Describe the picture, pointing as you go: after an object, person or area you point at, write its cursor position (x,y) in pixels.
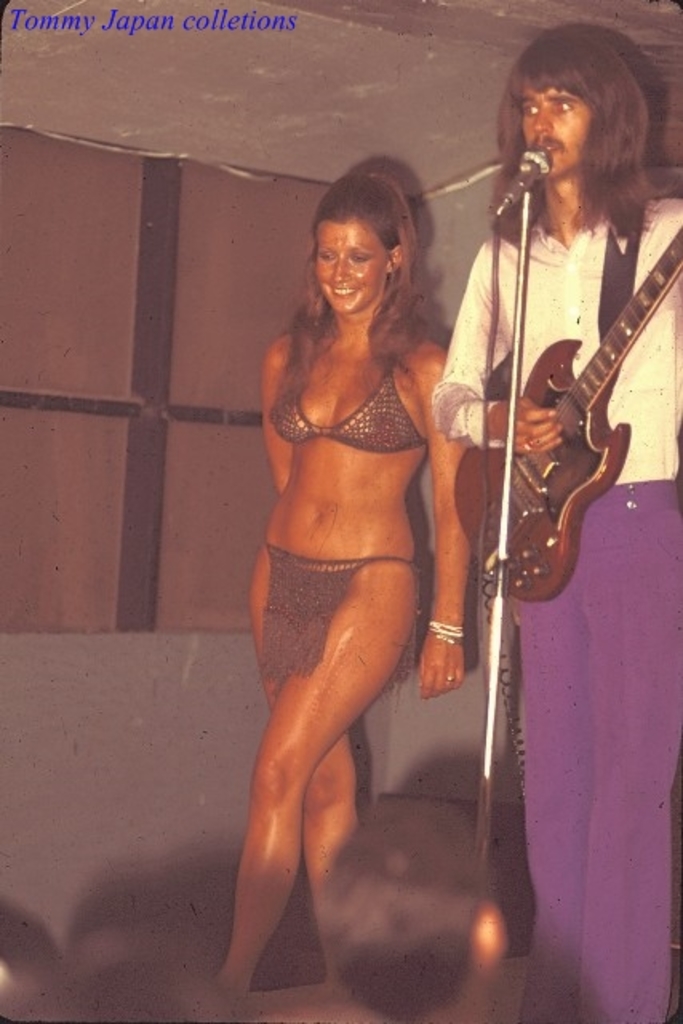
In this image I can see a woman (366,207) and a man (489,276) are standing. I can see smile on her face (340,283) and he is holding a guitar (527,513). Here I can see a mic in front of him.
